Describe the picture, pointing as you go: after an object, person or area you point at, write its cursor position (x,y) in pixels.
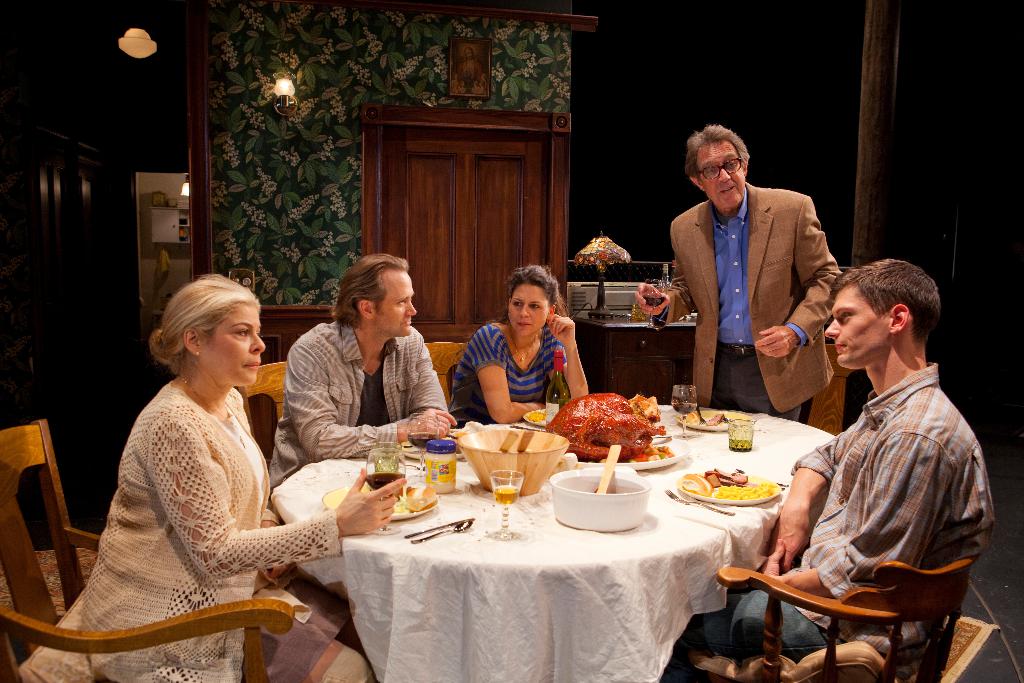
A family members (694,143) gathered at a dining table (517,605). Of them three (416,392) are men (832,463) and two (475,382) are women (456,389). A man (735,374) is standing and talking to them. There are some eatables (591,453), plates (647,465), wine glasses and other containers (551,472) on the table (657,489). The wall (540,90) behind them is beautifully painted with flower patterns (255,154). There is lamp (295,97) on it. There a door (429,243) and way (167,193) to kitchen (142,201) in the background (182,196).
